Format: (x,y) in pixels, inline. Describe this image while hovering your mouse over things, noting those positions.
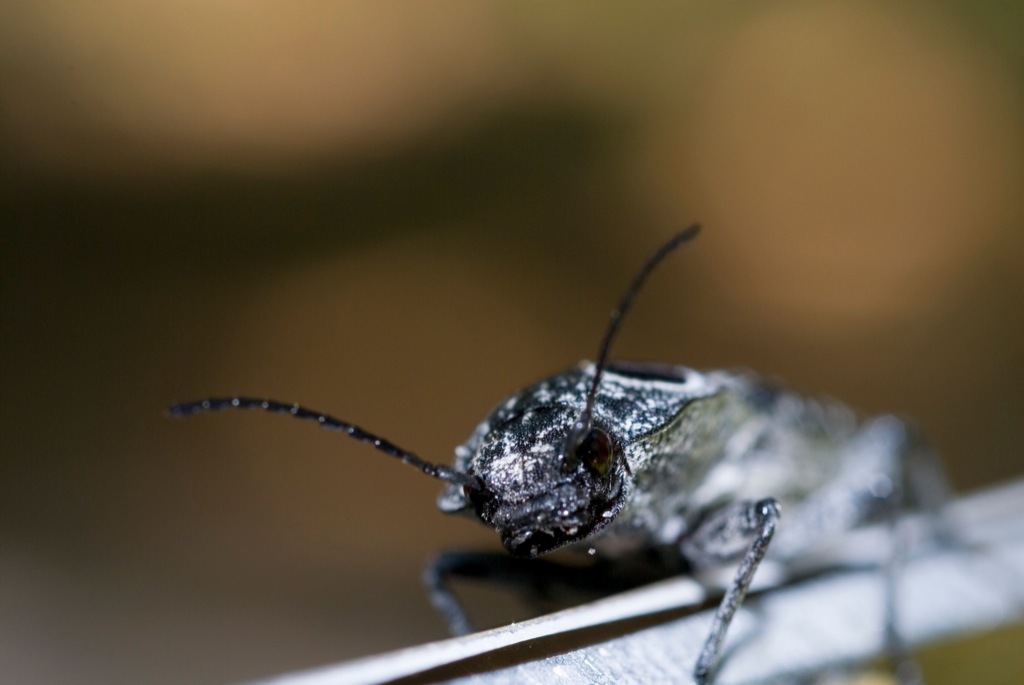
In this picture we can see an insect (658,485) in the front (580,446), there is a blurry background (451,342).
